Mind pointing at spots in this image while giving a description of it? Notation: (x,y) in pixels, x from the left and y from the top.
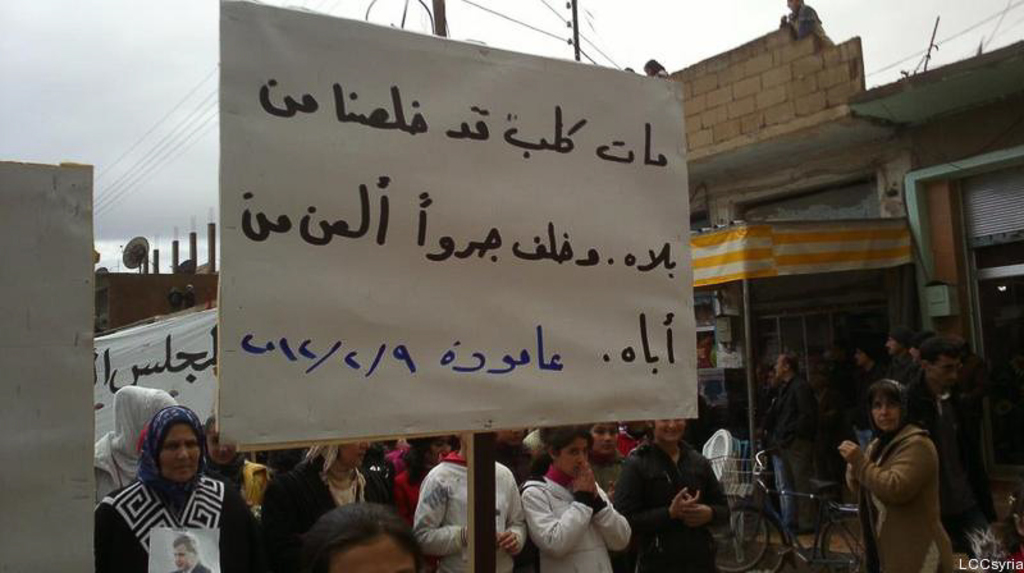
This is the picture of a place where we have some people (370,531) and a board (489,332) on which there are some things (397,106) written and around there are some houses (1021,242) and buildings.
